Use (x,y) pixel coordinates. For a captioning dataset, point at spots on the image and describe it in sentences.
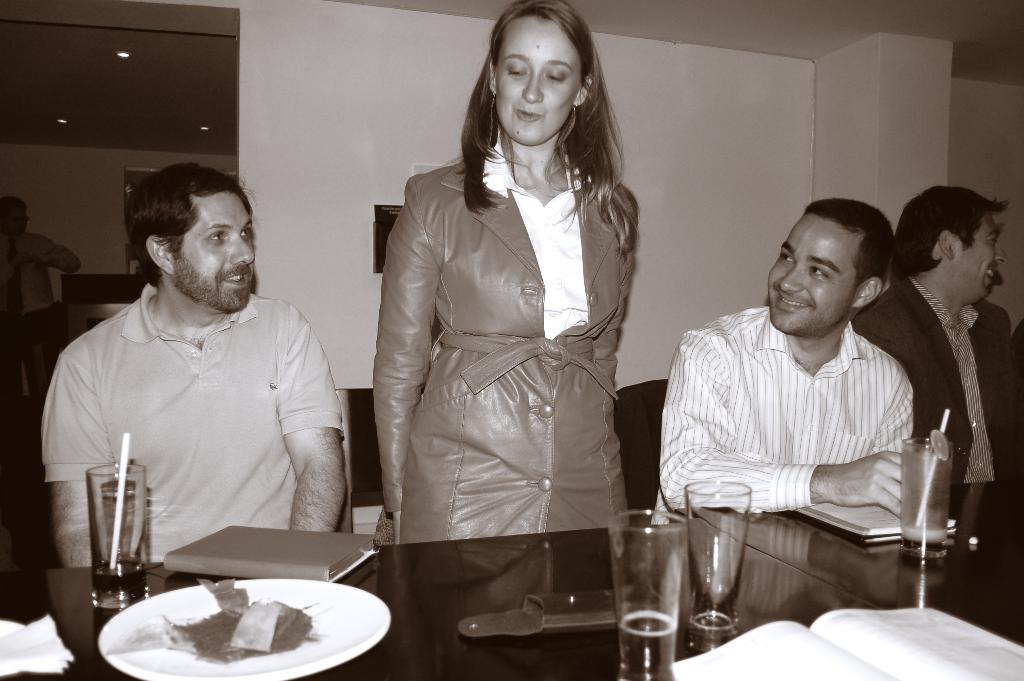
In this image I can see few men (216,369) are sitting on chairs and a woman (555,379) is standing. Here on these tables (1000,584) I can see a plate (295,667), few glasses (612,541) and a book (254,543). In the background (61,255) I can see one more person (48,246) and also I can see smile on their faces (973,292).
